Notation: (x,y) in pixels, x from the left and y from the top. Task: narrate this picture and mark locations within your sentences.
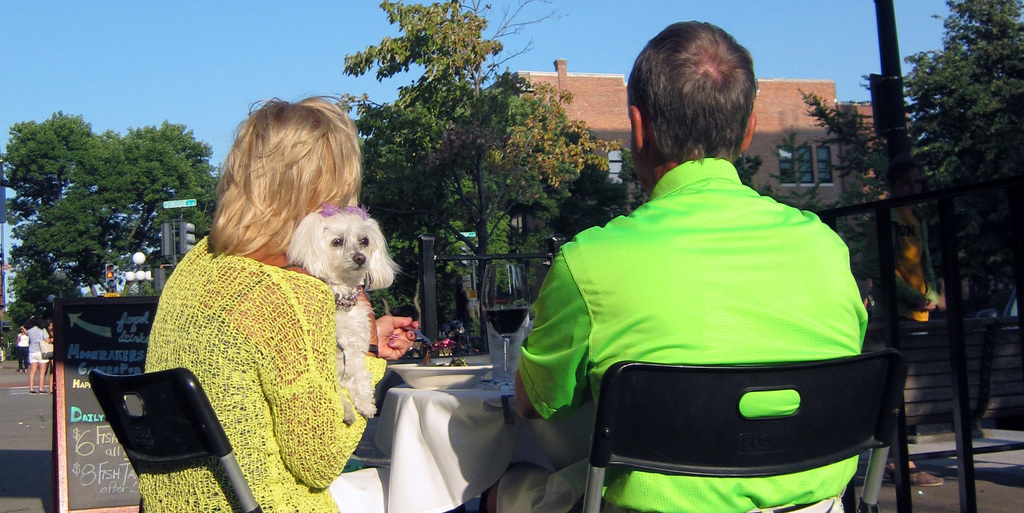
The women (248,294) in the left (255,298) is holding a dog (353,326) in one of her hand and holding a spoon (428,343) in her other hand (397,326) and there is other person (657,284) sitting beside her and there is a table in front of them and there are trees (440,177) and buildings (592,123) in the background (936,149).
